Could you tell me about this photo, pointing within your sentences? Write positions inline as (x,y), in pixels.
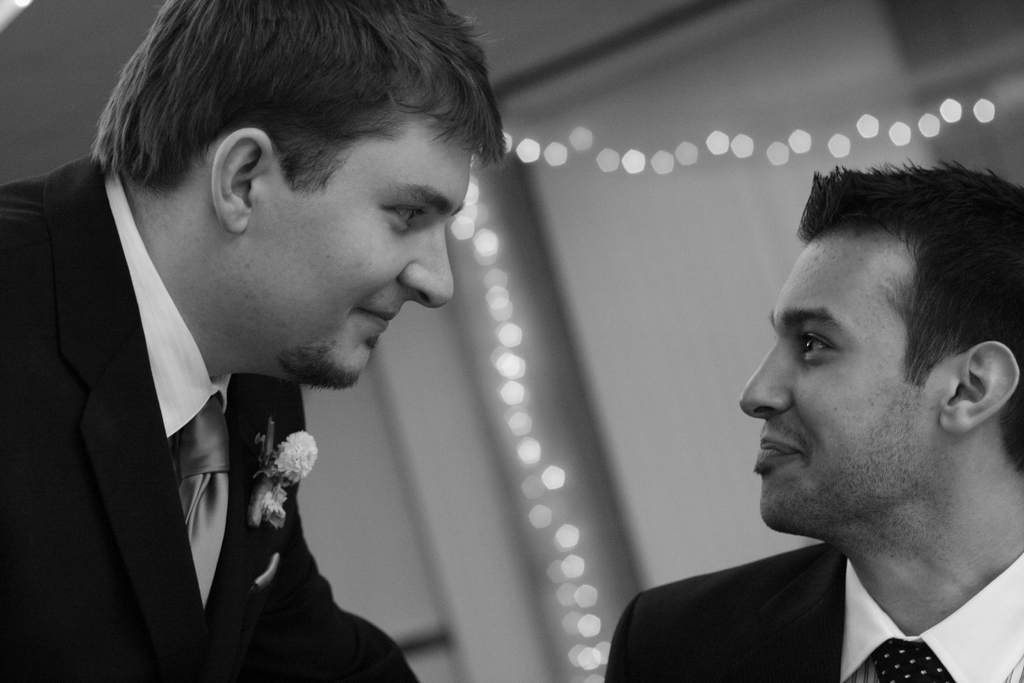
This is a black and white image, in this image there are two men (241,309), in the background (699,352) there is a wall (967,122) to that wall (696,128) there is a lighting (979,115).
